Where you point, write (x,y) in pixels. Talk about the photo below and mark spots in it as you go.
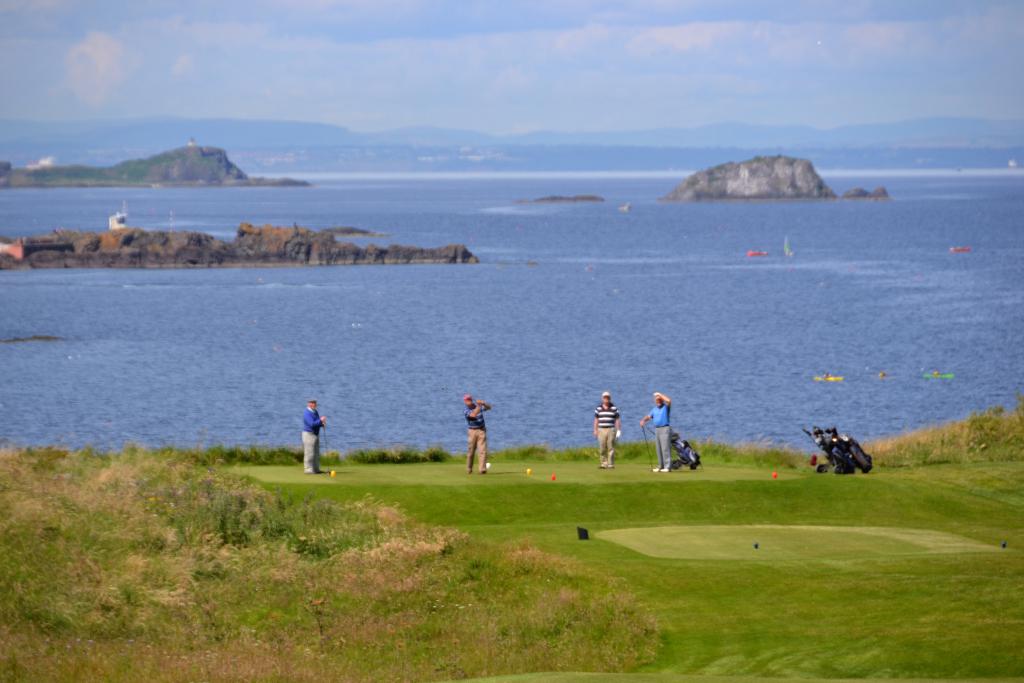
In this image there are people (602,457) playing golf. At the bottom of the image (681,602) there is grass (562,603) on the surface (536,582). In the background of the image (419,338) there are boats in the water (692,283). There are rocks (331,236). There are mountains (242,152) and sky (578,61).
